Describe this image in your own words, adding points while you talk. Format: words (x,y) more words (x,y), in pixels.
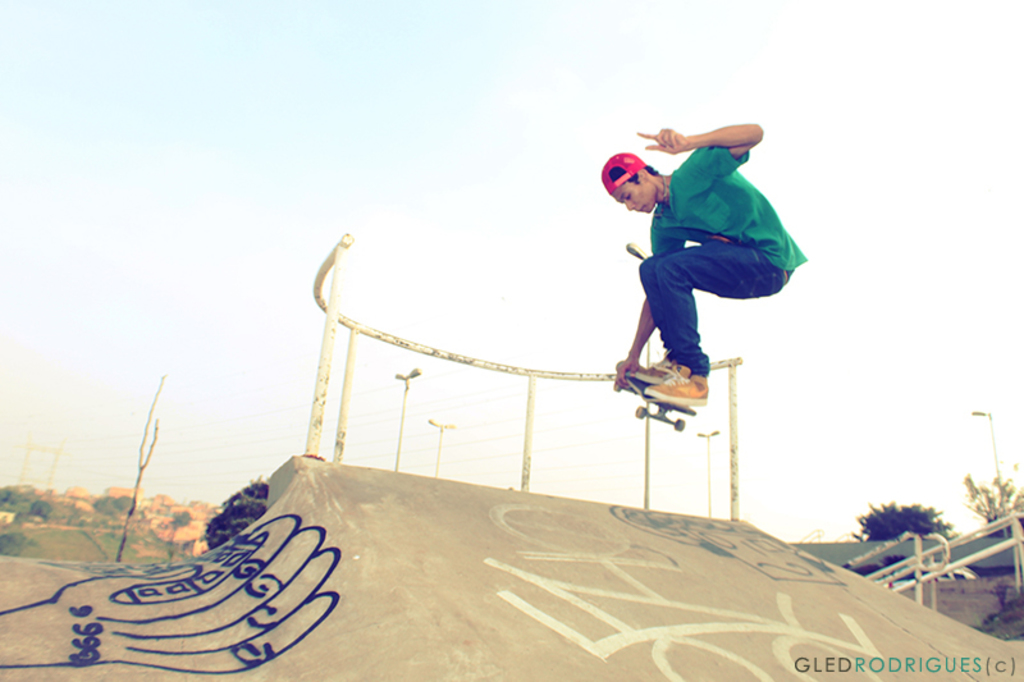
In this picture, in the middle (677,336), we can see a man (711,288) riding on the skateboard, he is also in air. On the right side (1008,480), we can also see some trees (976,487), metal rods (974,532). On the left side (124,511), we can see some trees (241,524). In the background (322,378), we can see some street lights (645,424), metal rods (322,378). On the top (488,142), we can see a sky (577,330).
